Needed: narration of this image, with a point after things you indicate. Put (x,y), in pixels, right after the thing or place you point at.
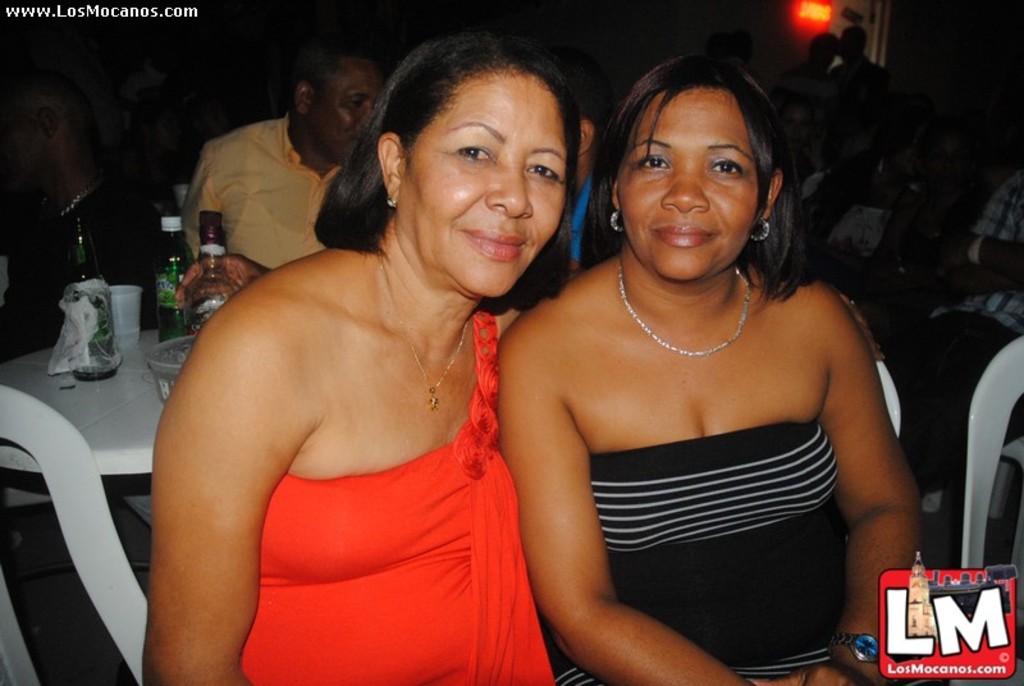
In front of the picture, we see two women (621,415) are sitting on the chairs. They are smiling and they are posing for the photo. Behind them, we see the people (231,178) are sitting on the chairs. On the left side (101,394), we see a table (91,396) on which alcohol bottles (104,323), water bottle (174,236) and the glasses (133,306) are placed. In the background (820,110), we see the people (813,92) are standing. We see a light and a wall (747,15) in the background (774,29). This picture might be clicked in the dark.
